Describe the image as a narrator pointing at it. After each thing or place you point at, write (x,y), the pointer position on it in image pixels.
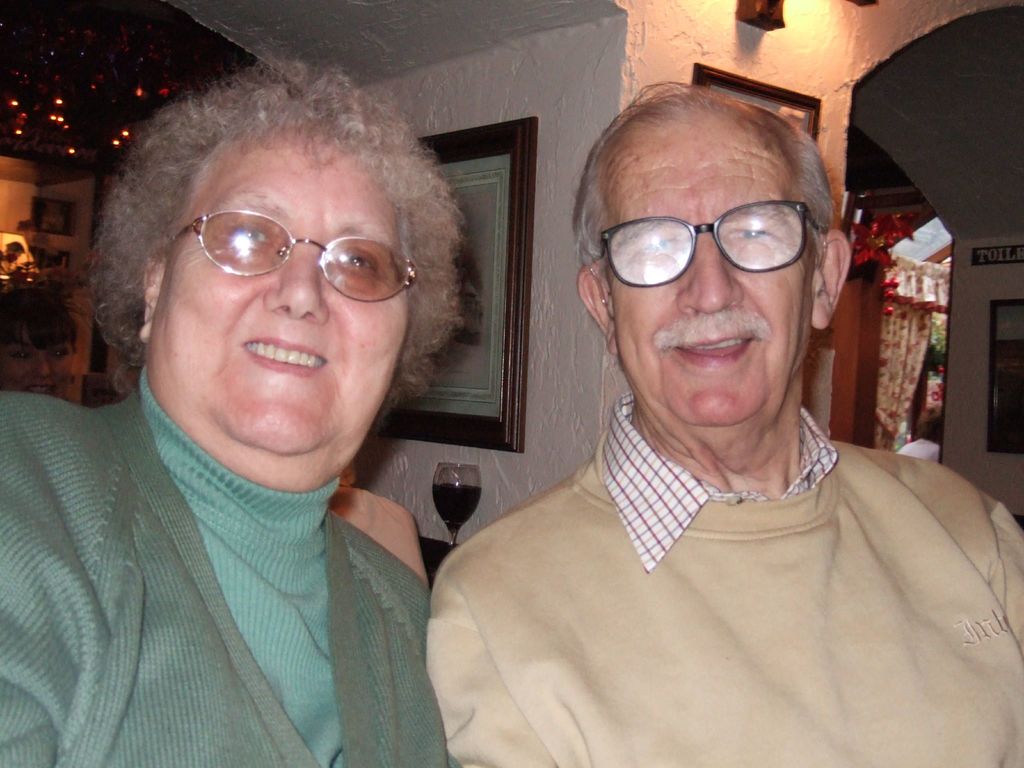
In this image, I can see a man (496,657) and a woman (364,618) smiling. On the right side of the image (909,282), there is a curtain (921,291) hanging to a hanger (936,264) and an object (1001,331) attached to the wall (991,282). On the left side of the image (61,356), I can see another person (35,330) and few other objects (60,262). Behind the man (571,680) and woman (386,683), there is a wine glass (449,516) on an object (422,549) and the photo frames (532,142) attached to the wall (528,104).
